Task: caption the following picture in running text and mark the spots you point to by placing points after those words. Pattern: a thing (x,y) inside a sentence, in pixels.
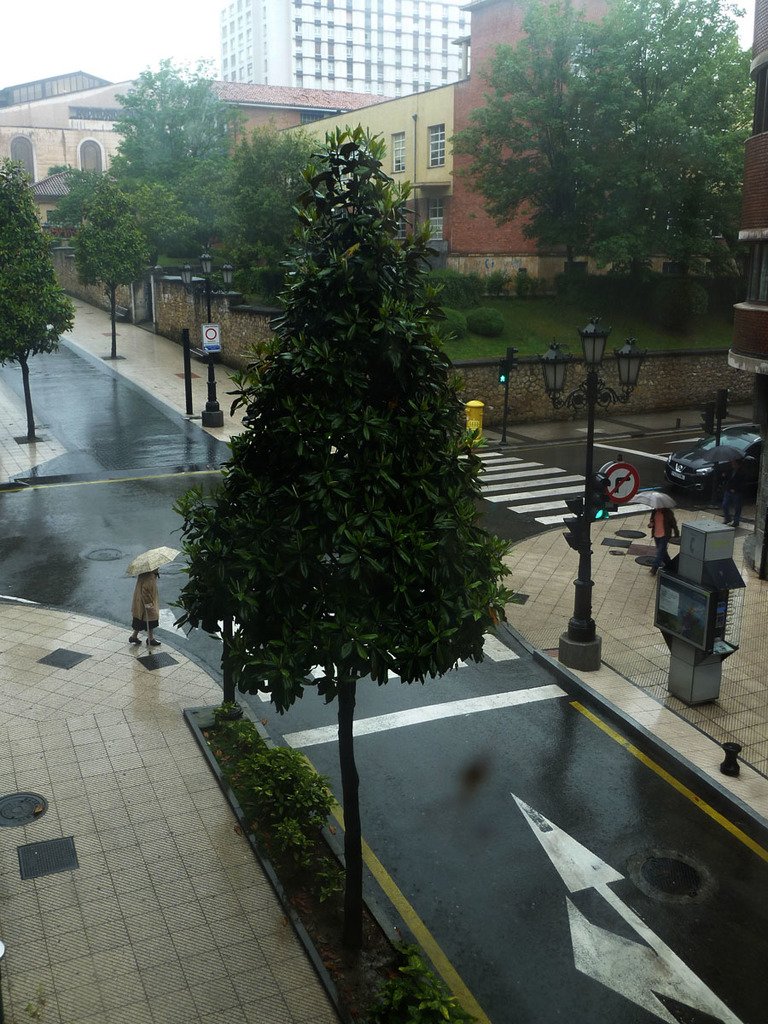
This picture is clicked in the city. On the left side of the picture (148,580), the girl (135,617) in brown dress (140,610) is holding an umbrella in her hands (149,605) and she is walking on the sideways (155,721). Beside her, we see a tree (326,631). On the right corner of the picture (707,461), we see a car (682,461) moving on the road (648,461) and beside that, the man (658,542) in black jacket (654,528) is holding an umbrella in his hand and he is walking on the sideways (637,558). Beside that, we see traffic signals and on either side of the road (113,409), we see trees (217,280) and poles (208,296). There are trees (251,178) and buildings (272,88) in the background (112,160).
